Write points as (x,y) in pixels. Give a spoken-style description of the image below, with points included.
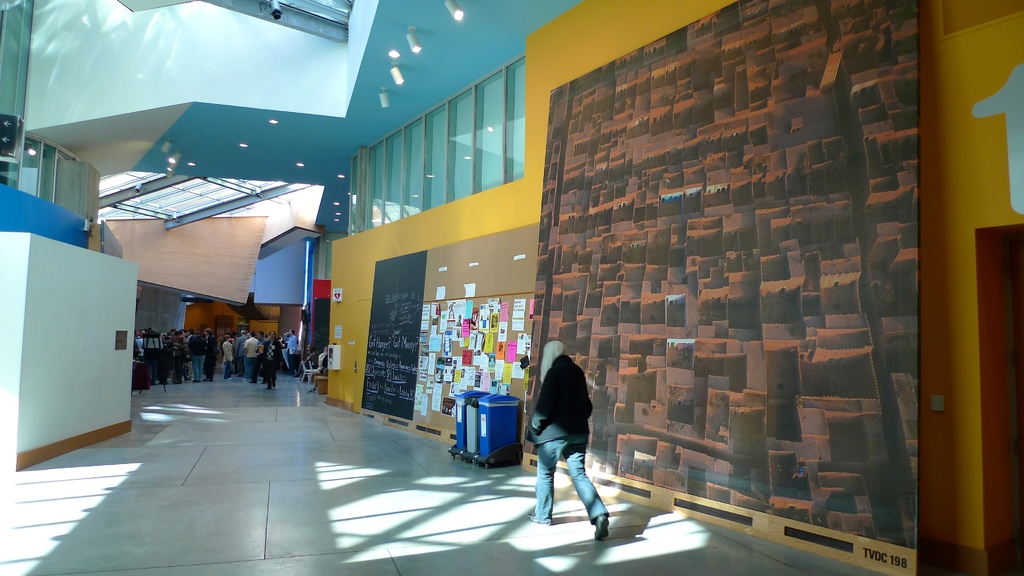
In this image I can see a person (568,413) wearing black jacket (567,405), blue jeans (587,497) and foot wear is walking on the ground (581,507), the brown colored board (796,301), the yellow colored wall (604,32), brown colored surface (508,249) on which I can see number of papers (459,329) attached and two bins (496,422) which are blue in color. In the background (288,364) I can see number of persons (223,356) standing, the ceiling (218,164) and few lights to the ceiling (328,189).
